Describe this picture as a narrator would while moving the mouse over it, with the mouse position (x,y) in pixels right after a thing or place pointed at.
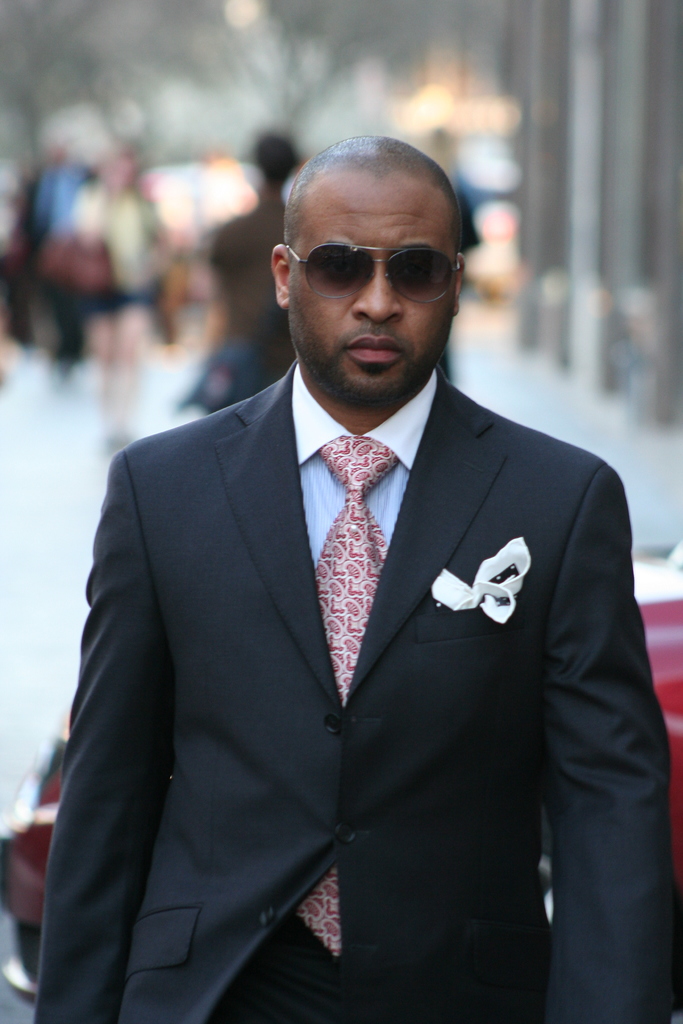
There is a person (319,537) wearing suit (301,548), goggles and a tie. In the background (259,166) it is blurred.
